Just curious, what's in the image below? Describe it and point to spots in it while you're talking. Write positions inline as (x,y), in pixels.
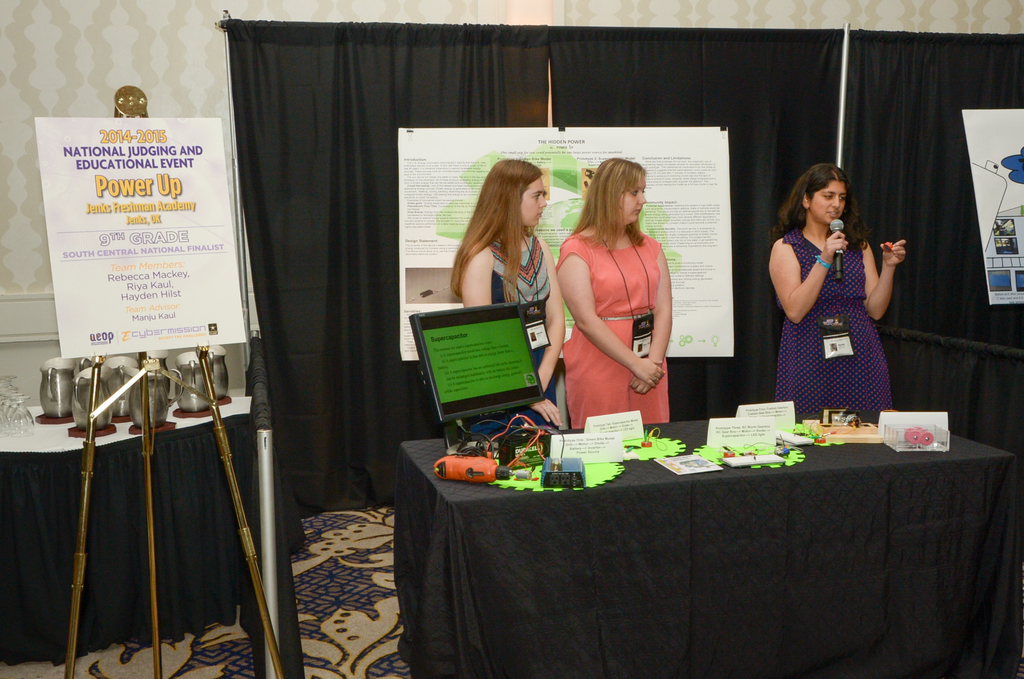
In the center of the image (607,410) we can see two ladies (586,315) are standing and wearing id cards (536,304) and watching. On the right side of the image (786,301) we can see a lady (873,302) is standing and holding a mic (840,258) and talking. In-front of them, we can see a table (594,514). On the table (524,574) we can see a cloth (757,574), boards (717,445), machine (561,457), wires (540,452), screen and some other objects (903,448). On the left side of the image (128,283) we can see a board (140,306) with stand (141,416) and a table (173,494). On the table (148,485) we can see the cloth (66,460), glasses (11,417) and jugs (134,399). In the background of the image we can see the wall (137,4), curtains (735,124) and boards (676,217). At the bottom of the image (239,665) we can see the floor (323,626).
